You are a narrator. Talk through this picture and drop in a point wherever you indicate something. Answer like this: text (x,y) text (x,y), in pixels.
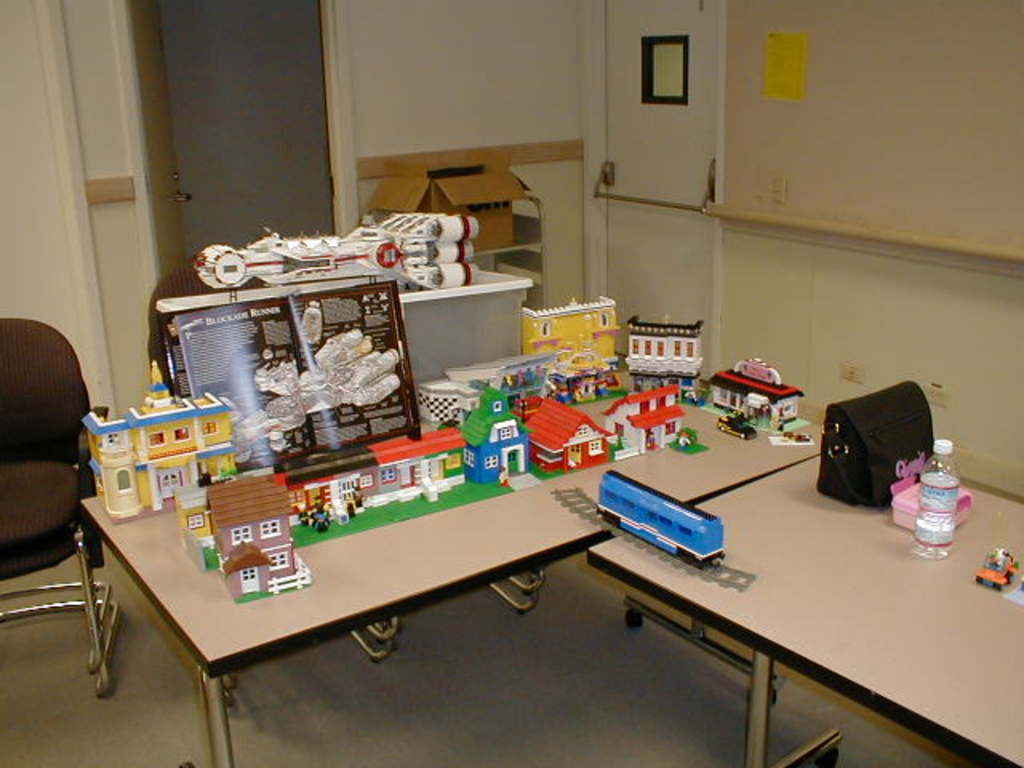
There are some toys (607,364) on a table (425,523). There is chair (99,562) beside the table (173,591). There are two doors (658,120) in the background (234,111).
